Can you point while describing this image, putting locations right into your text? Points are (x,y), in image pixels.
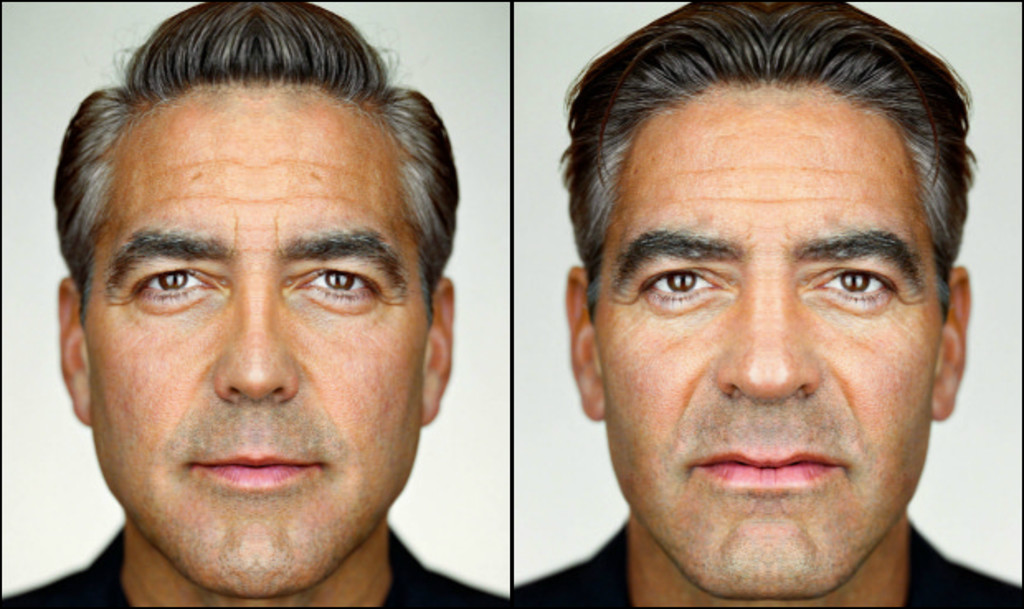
This is a photo grid image of a man (329,156) of two besides each other.
